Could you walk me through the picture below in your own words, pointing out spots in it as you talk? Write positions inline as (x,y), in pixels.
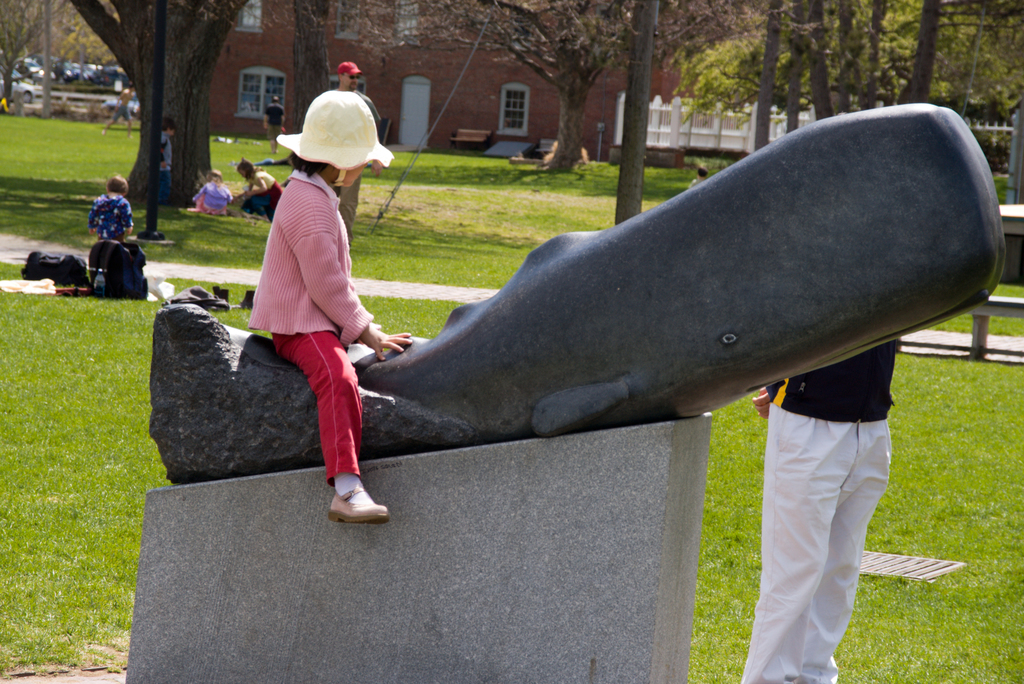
In this image, we can see a kid (327,355) is sitting on a statue (825,346). Right side of the image (825,468), we can see a person (825,524) is standing behind the statue (807,328). Background (38,199) we can see trees (937,96), poles (1016,117), few people (213,173) on the grass (45,416). Here we can see bags (138,283), building (409,140), fencing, vehicles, wall (593,151) and windows (502,114).
